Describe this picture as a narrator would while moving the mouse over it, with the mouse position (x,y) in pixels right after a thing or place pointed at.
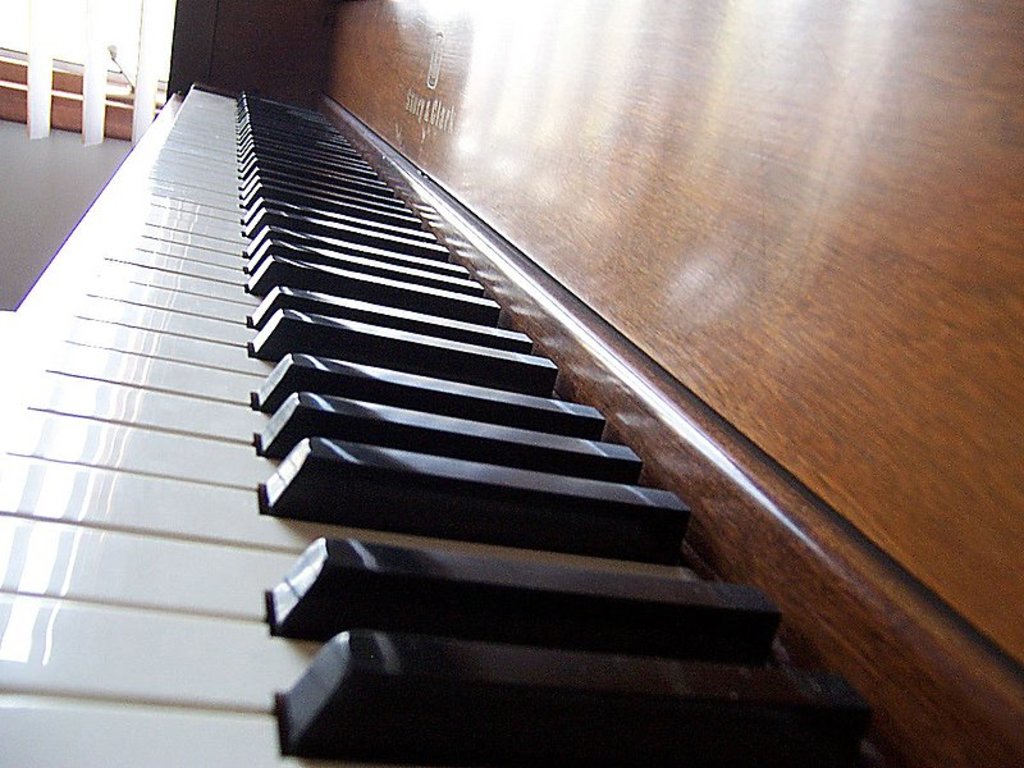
In this image i can see a piano keys (214,293) attached to a wooden panel (509,185).
